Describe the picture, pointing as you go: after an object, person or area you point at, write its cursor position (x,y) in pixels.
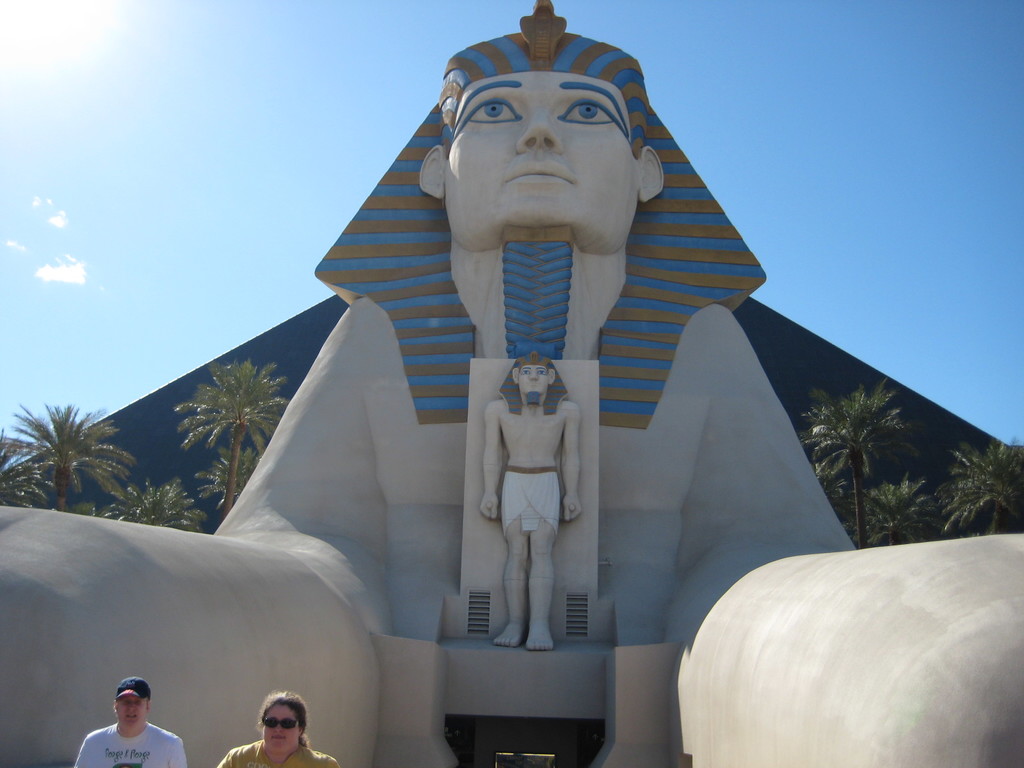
In the foreground of this image (445,574), there is an Egypt sculpture (445,693) and there are two persons (239,754) on the bottom (259,748). In the background (845,489), there are trees (212,469), Egypt pyramid (300,327), sky (305,125) and the sun (4,6) on the left top corner (63,84).
